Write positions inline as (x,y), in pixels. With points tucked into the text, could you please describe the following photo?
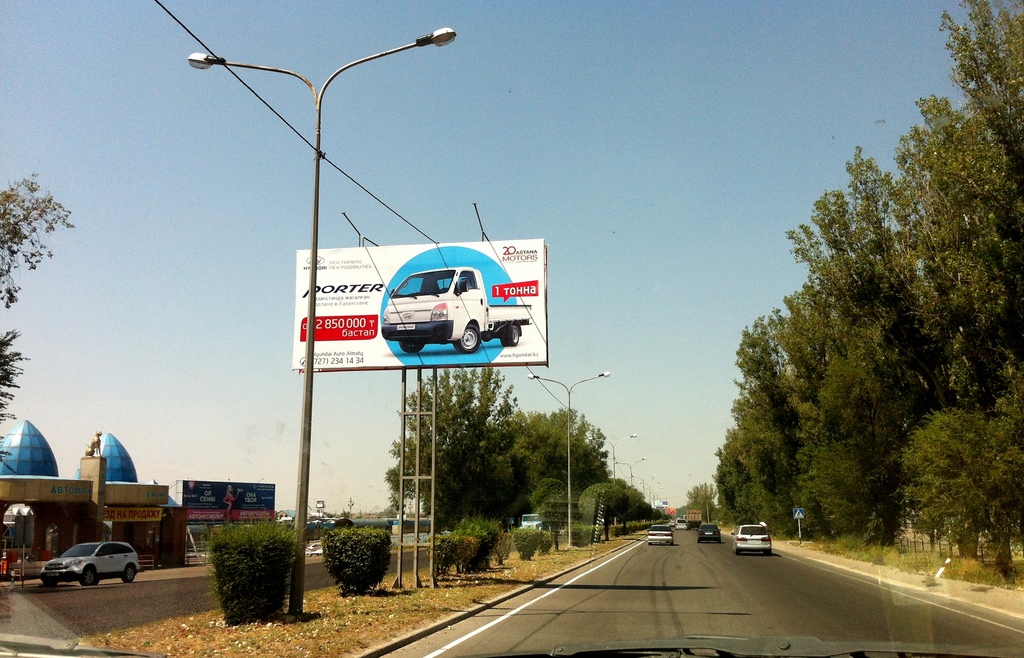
In the image in the center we can see few vehicles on the road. And we can see trees (517,418), poles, sign boards (242,491), banners (207,488), buildings (93,507) etc. In the background (556,366) we can see the sky (505,189).
